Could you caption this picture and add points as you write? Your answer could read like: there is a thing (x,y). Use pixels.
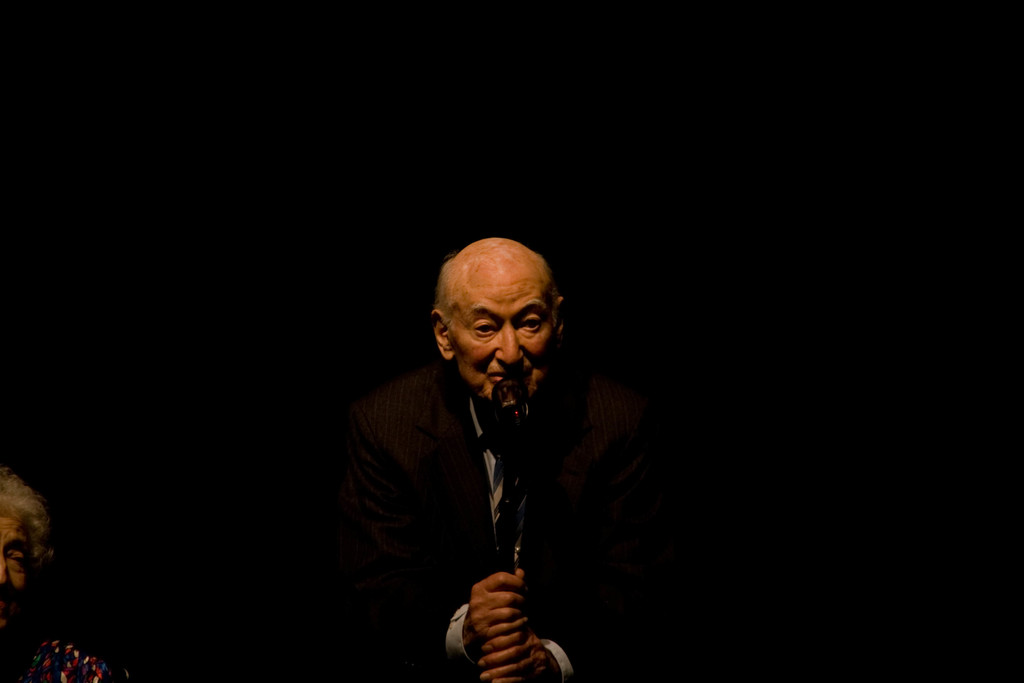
In this image we can see an old man (545,402) holding the mike (506,529). On the left side (79,672), we can see an old woman (91,661). There is a black color background (918,290).
